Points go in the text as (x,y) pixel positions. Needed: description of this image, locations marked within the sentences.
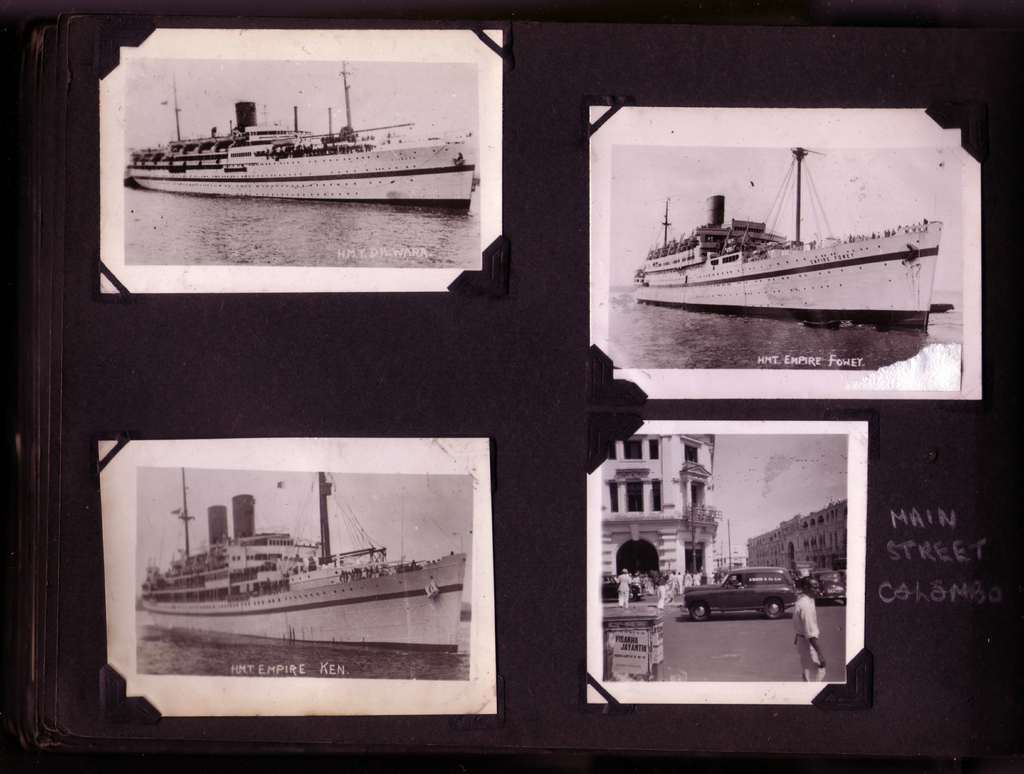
In this image, we can see photographs (895,399) and text (927,543) are on the board (914,536). In these images, we can see ships (296,601), buildings (689,508), vehicles (616,596), people (663,595), water (921,340) and sky (446,481).
